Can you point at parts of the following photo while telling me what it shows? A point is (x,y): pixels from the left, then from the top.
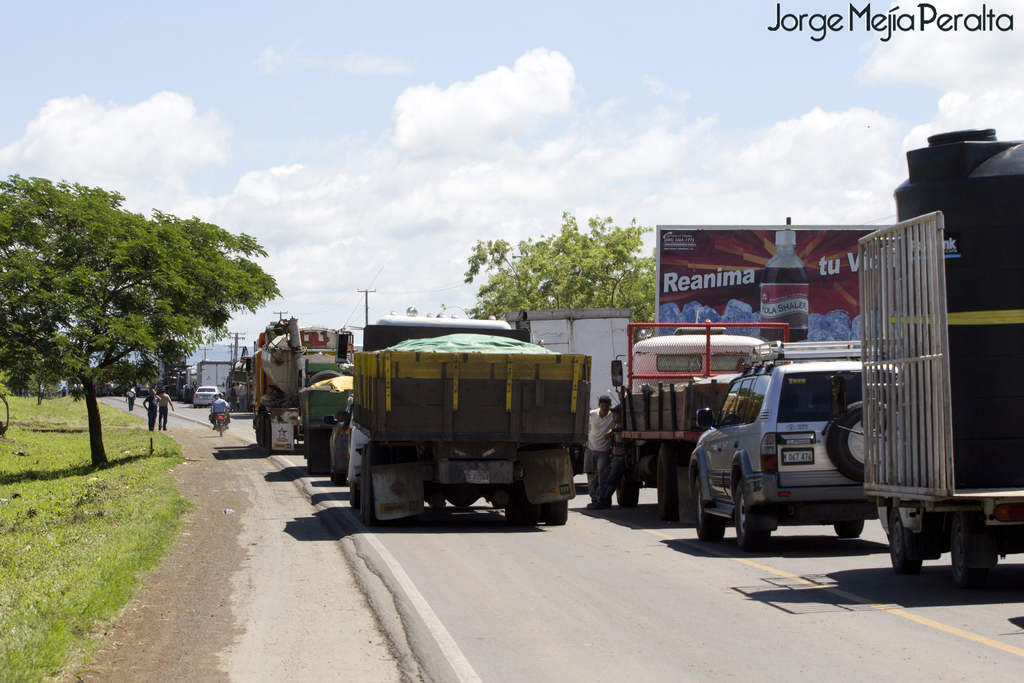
This is an outside view. Here I can see many vehicles (488,359) on the road (646,594). On both sides of the road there are trees (498,309). On the left side (39,535), I can see the grass (32,541) on the ground (28,598). In the background (280,317) there are few poles (236,344) and buildings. At the top of the image (396,36) I can see the sky (417,111) and clouds (448,120). On the left side (147,417) there are few people (151,398) walking on the footpath (216,504).
